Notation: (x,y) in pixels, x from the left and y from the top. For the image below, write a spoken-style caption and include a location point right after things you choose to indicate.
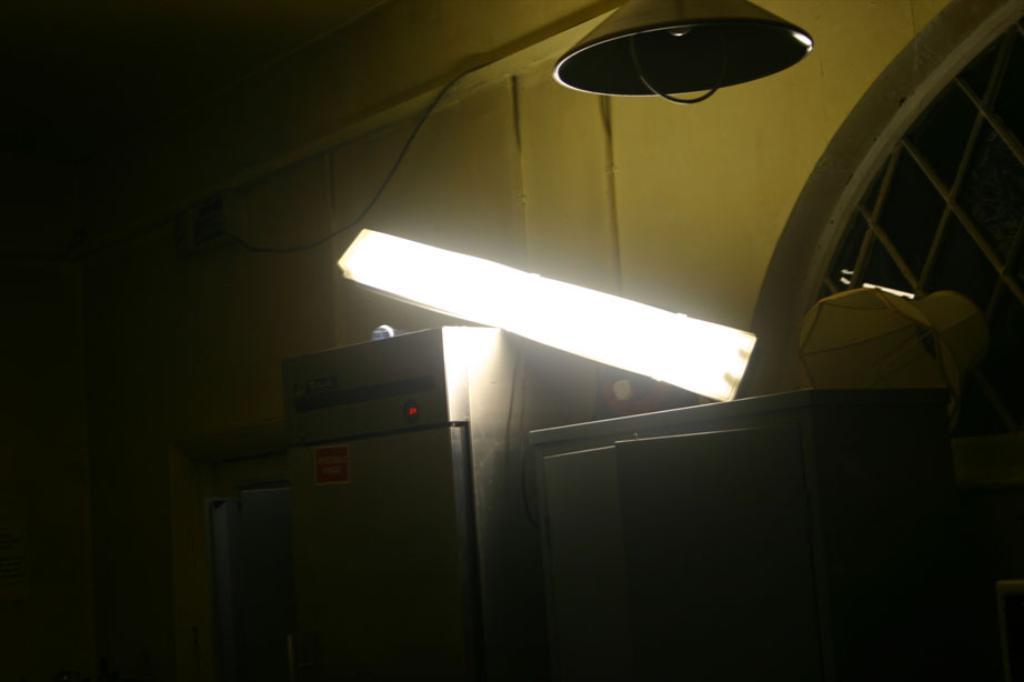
In this image I can see two objects (488,449) with light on the top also there is something hanging from the ceiling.
